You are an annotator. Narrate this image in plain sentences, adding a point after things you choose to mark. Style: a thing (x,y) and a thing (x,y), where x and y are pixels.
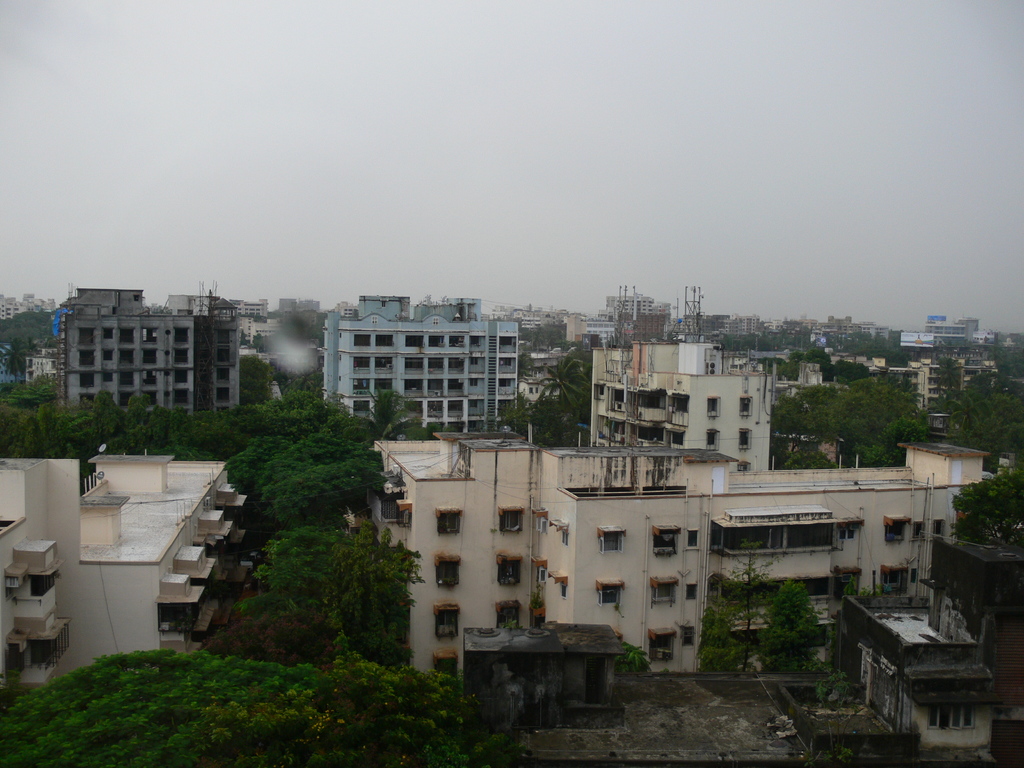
This image consists of buildings (197,561) and trees (781,597).
